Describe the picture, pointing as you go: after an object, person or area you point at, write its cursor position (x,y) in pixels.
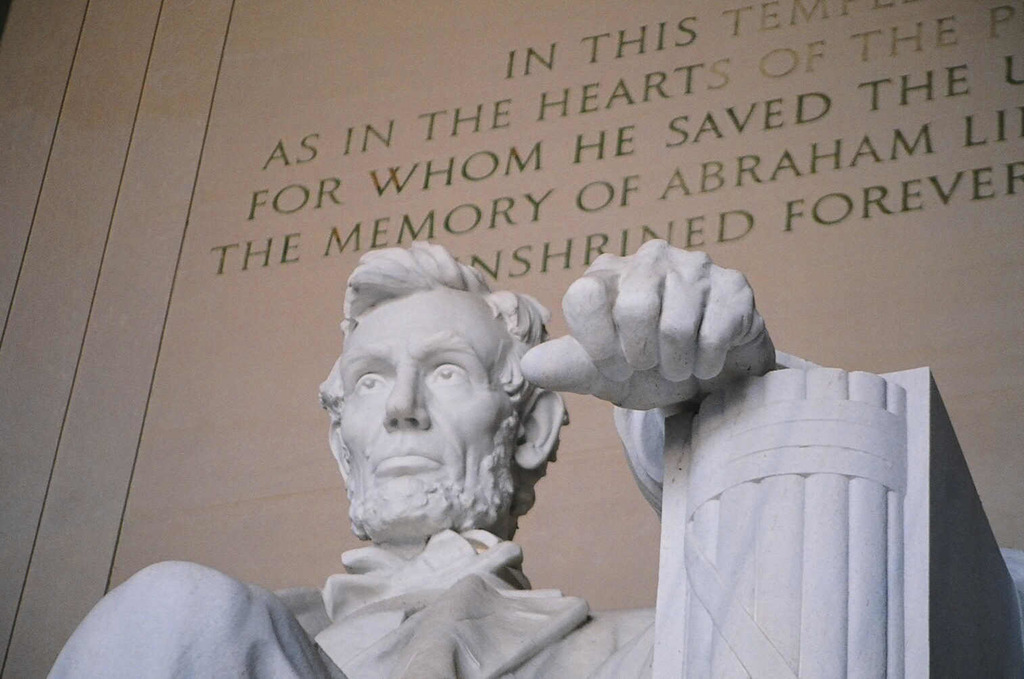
In this image we can see a sculpture (516,455). In the background (550,28) there is a wall (555,53) and we can see text (625,35) written on the wall (765,121).
